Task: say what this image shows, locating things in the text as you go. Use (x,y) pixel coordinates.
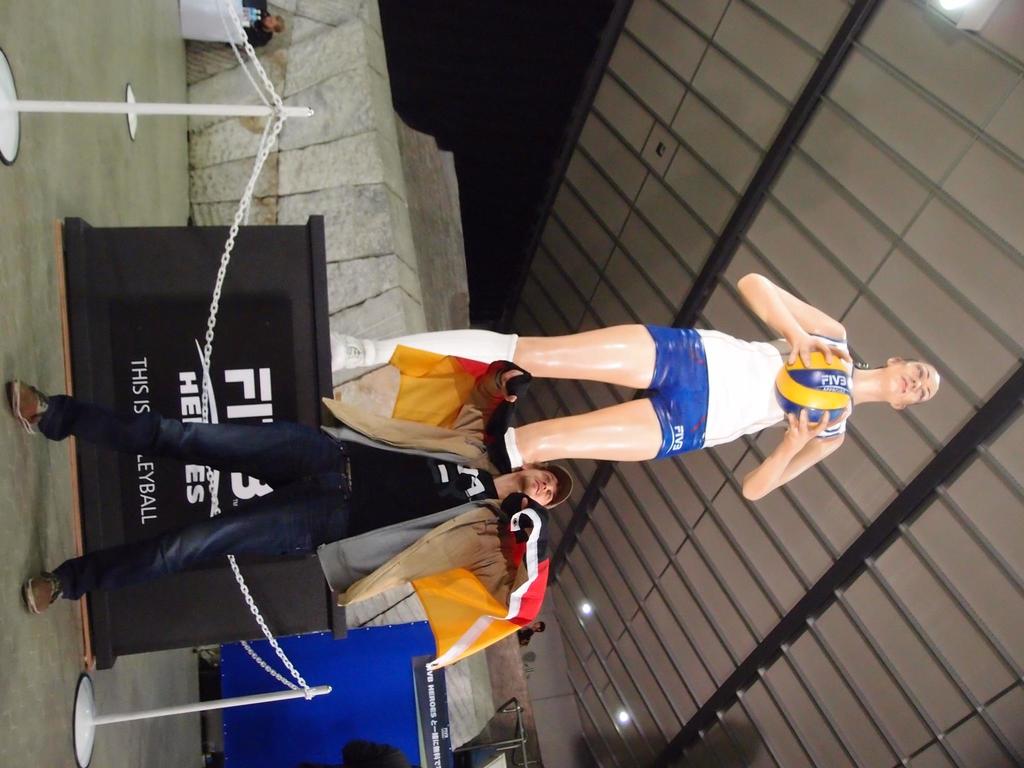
In this picture there is a statue (688,402) of a woman (679,390) standing and holding the ball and there is a man (251,546) standing and there is text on the table (175,625). In the foreground (237,15) there is a railing (210,362). At the back (260,33) there is a person (274,24) sitting behind the table (234,40) and there are bottles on the table (224,31). At the top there are lights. At the back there is a person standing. At the bottom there is a floor (38,367).
